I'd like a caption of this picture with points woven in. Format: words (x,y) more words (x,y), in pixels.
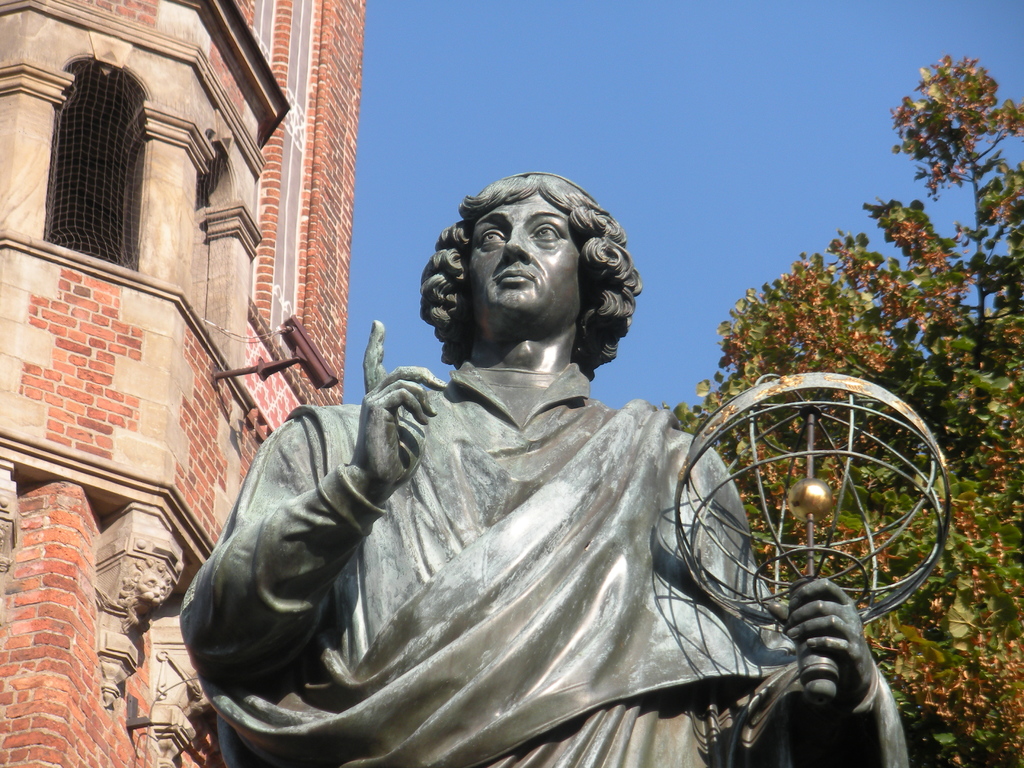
In this picture we can see a statue (397,486) and behind the statue (417,452) there is a building (150,291), tree (853,248) and a sky (548,67).
